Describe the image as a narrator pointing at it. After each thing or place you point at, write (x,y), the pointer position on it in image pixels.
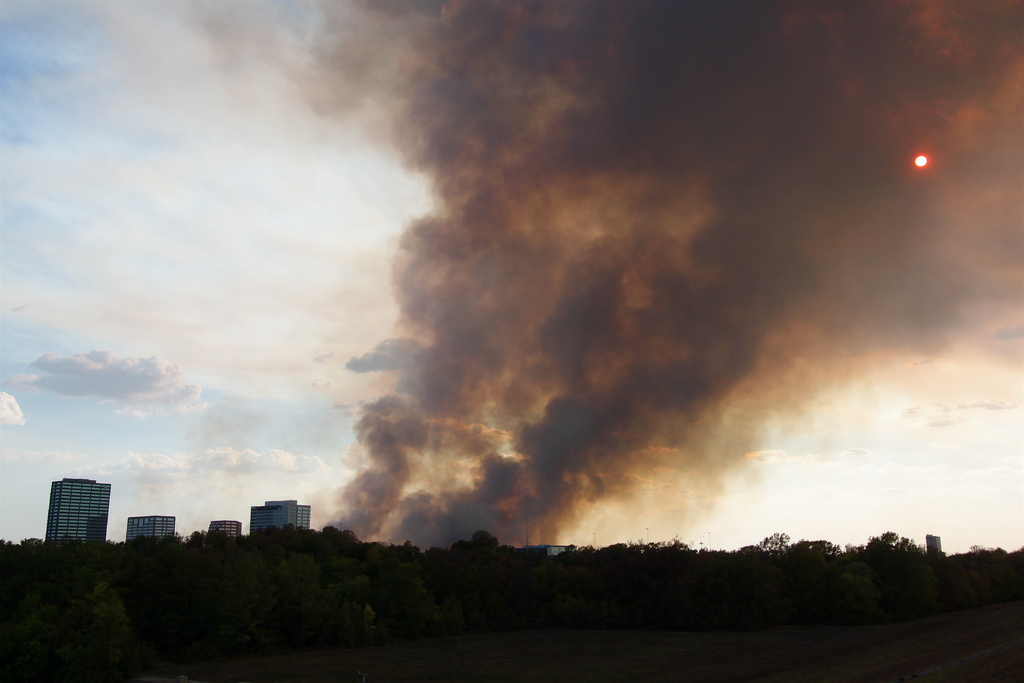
In this picture, at the back (381,404) something is burning and smoke (375,422) coming out of it and background (310,215) is the sky (206,217).
